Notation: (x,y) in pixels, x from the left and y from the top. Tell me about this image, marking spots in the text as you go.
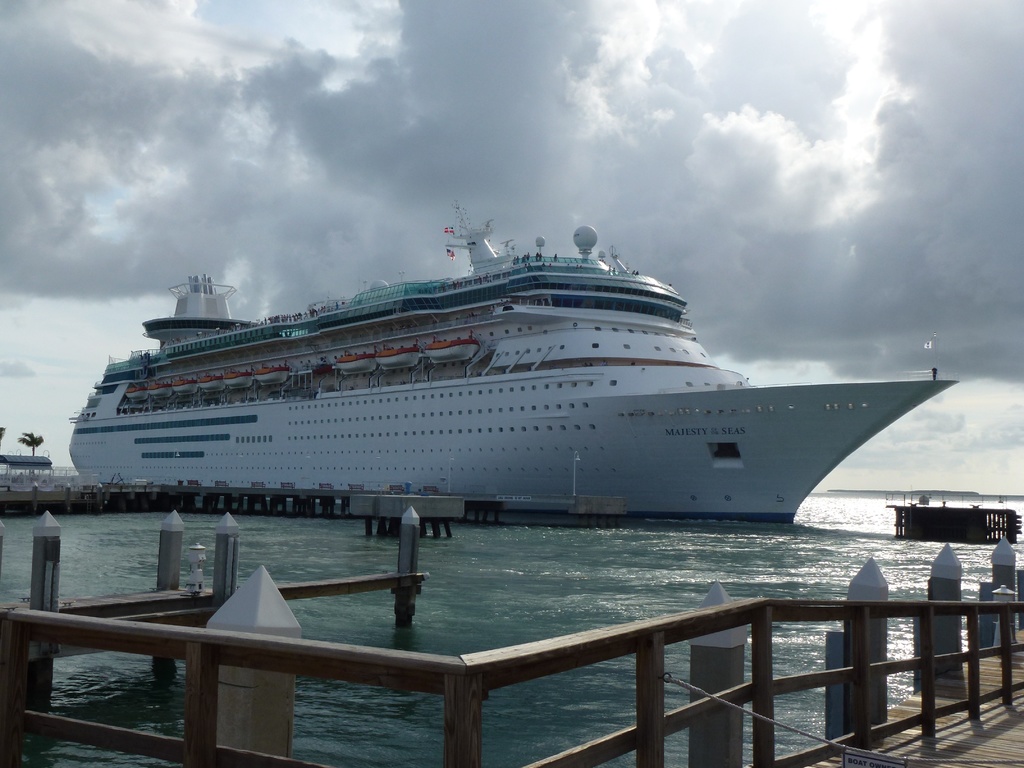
In this picture we can see white cruise ship (311,479) in the seawater (323,620). In the front (629,729) there is a wooden railing (608,742) and on the top (555,143) there is a sky (555,143) and clouds (595,154).
